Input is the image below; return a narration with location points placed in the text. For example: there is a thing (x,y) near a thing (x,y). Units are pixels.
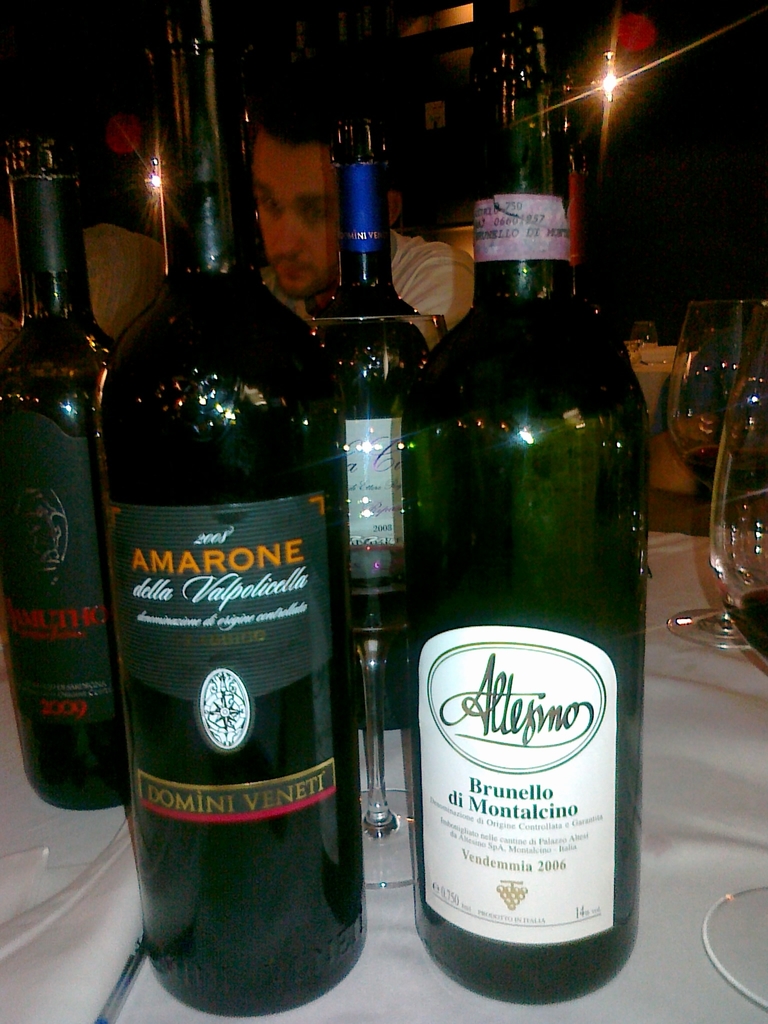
In this image, there is a table (426,990), on that table (419,982) there are some green color wine bottles (265,553), there are some glasses (734,476), there is a person (415,286) sitting.
